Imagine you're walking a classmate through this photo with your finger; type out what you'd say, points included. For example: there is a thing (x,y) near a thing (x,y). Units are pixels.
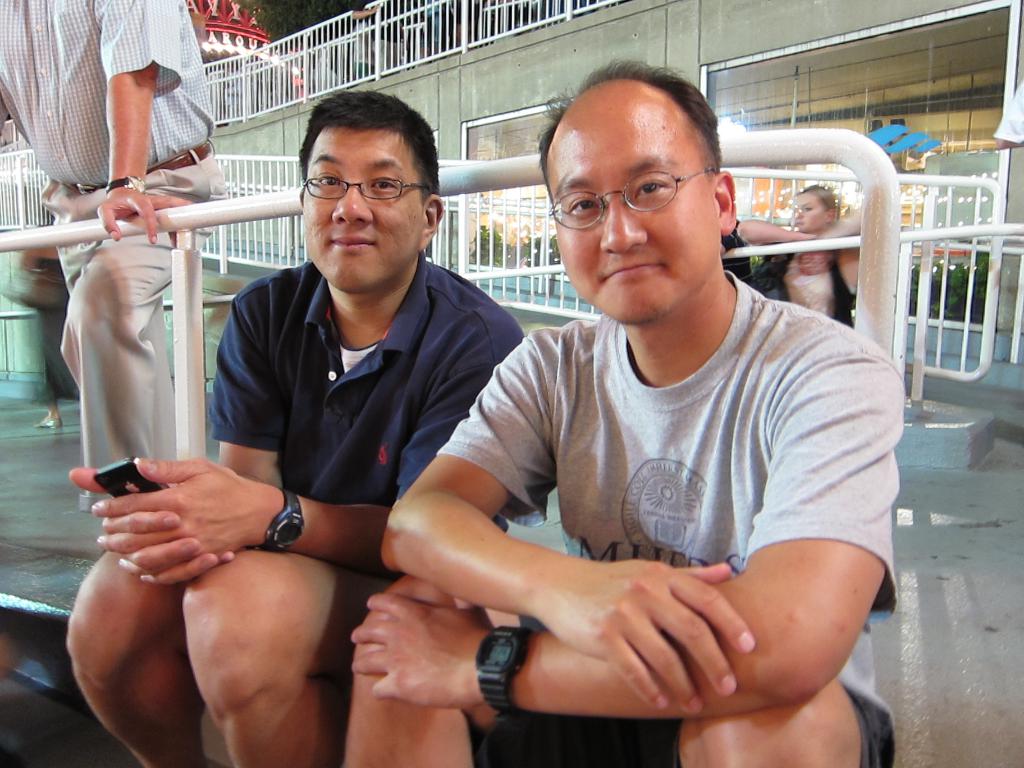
In this image on the right (713,536), there is a man (637,429), he wears a t shirt (692,511), shorts (677,736), he is sitting. In the middle (356,442) there is a man (339,427), he wears a t shirt (333,403), he is holding a phone (126,467), he is sitting. On the left (121,252) there is a man (124,177), he wears a shirt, belt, trouser (154,325), he is standing. In the background (857,283) there are some people (781,266), windows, lights (812,167), wall (275,137), railing (878,153) and floor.
